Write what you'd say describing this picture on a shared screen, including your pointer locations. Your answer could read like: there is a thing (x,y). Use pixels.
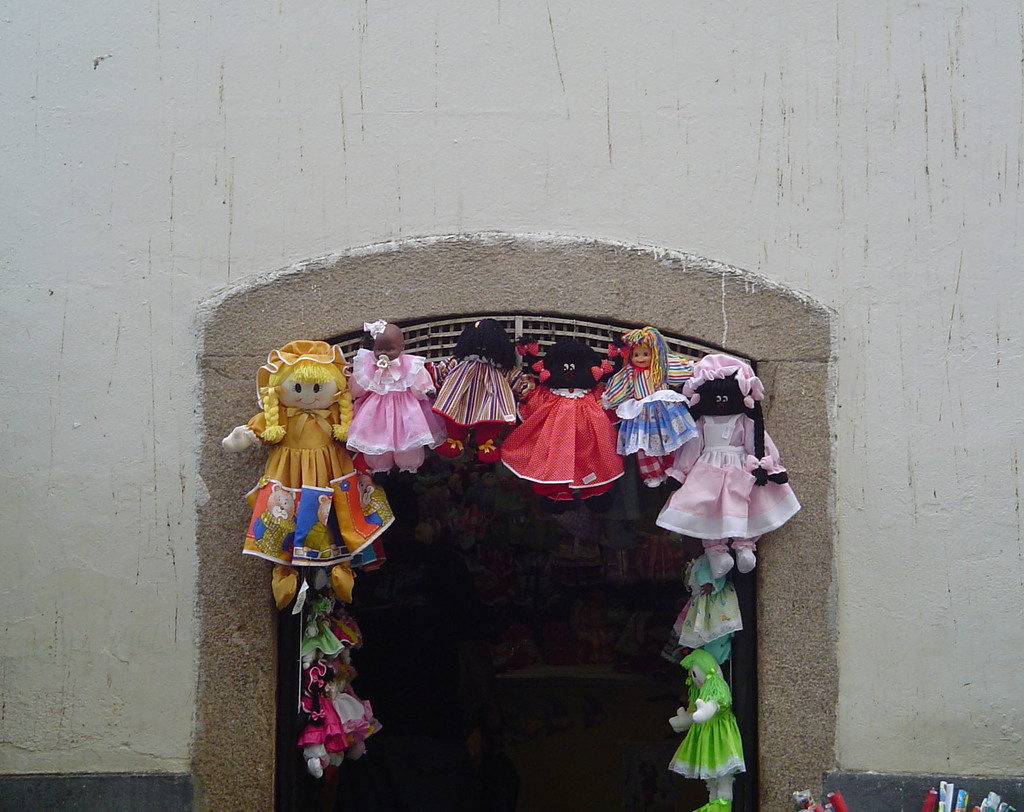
In the center of this picture (363,480) we can see the group of dolls (709,492) hanging and we can see the wall (232,117) and some other objects (933,800). In the background (576,652) we can see some other objects (548,588).
